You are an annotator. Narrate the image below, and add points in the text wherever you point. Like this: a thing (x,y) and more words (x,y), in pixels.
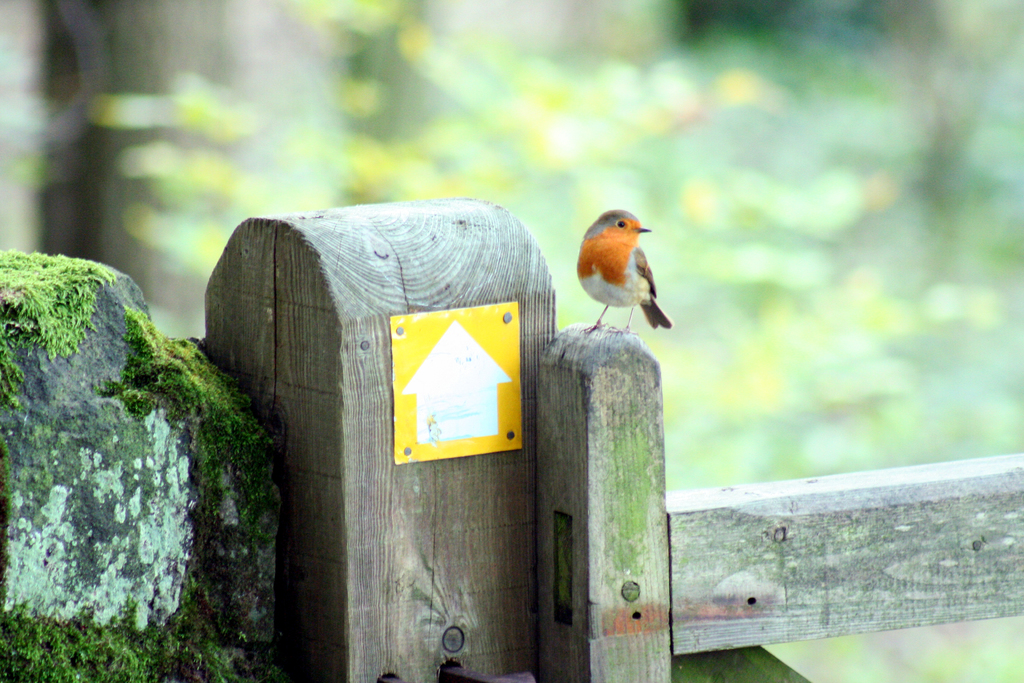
In this image I can see a bird (624,275) which is orange, ash, white and black in color is on a wooden log (618,509) which is ash in color. I can see a board (514,407) which is yellow and white in color. I can see some grass (182,380) and the blurry background (827,395).
